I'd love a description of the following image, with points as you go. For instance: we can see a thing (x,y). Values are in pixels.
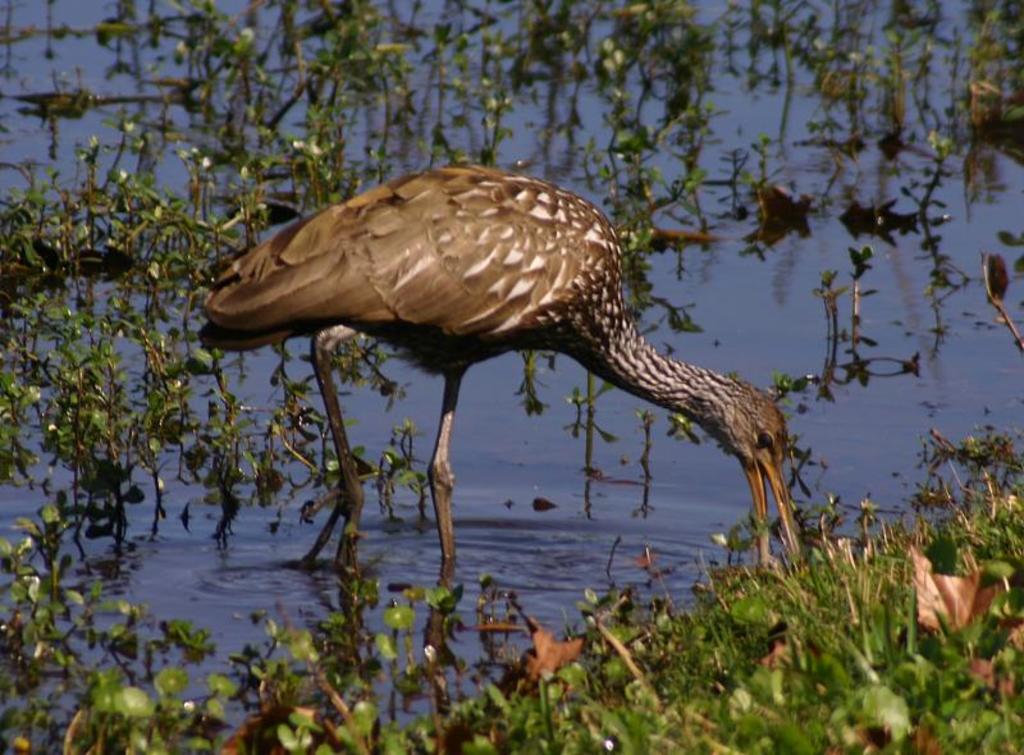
To the bottom of the image (815,638) there are many plants (364,601) on the water (742,499). In the middle of the water (782,400) there is a brown crane (387,291) standing and eating the plants (803,582).
